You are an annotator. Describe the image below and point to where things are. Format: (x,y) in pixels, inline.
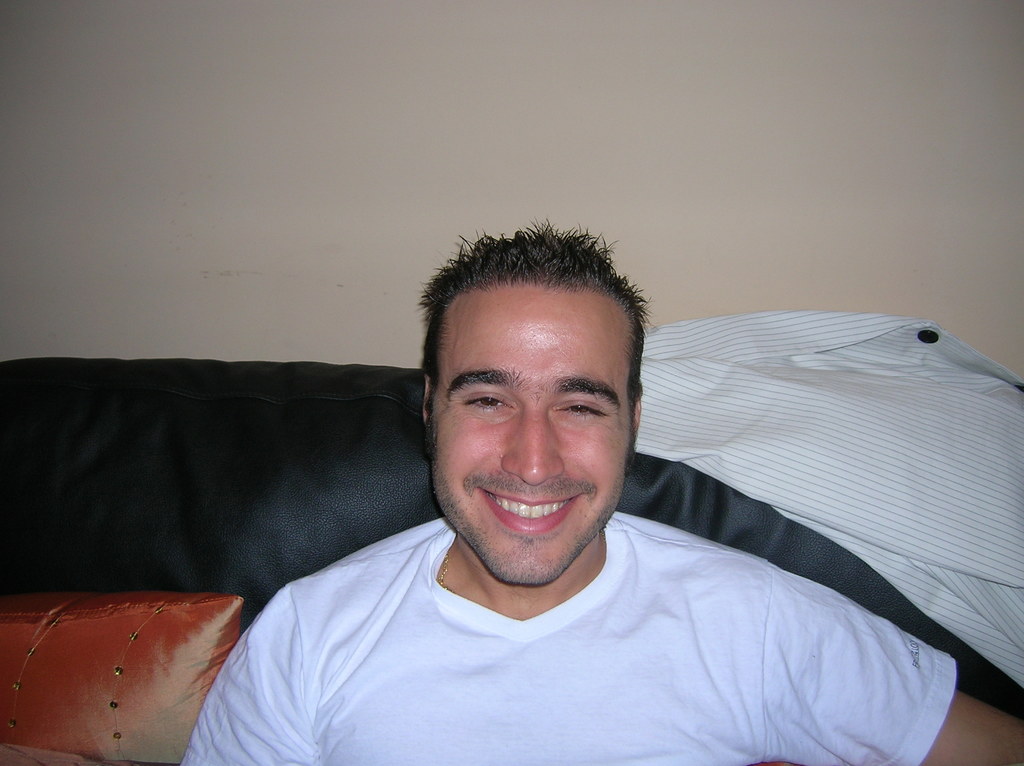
In this image there is a man (572,645) wearing white t-shirt (371,654) is sitting on a sofa (212,525) with a smiling face (513,503). In the right (903,427) there is a shirt (960,400). In the background (884,266) there is wall (384,148).
